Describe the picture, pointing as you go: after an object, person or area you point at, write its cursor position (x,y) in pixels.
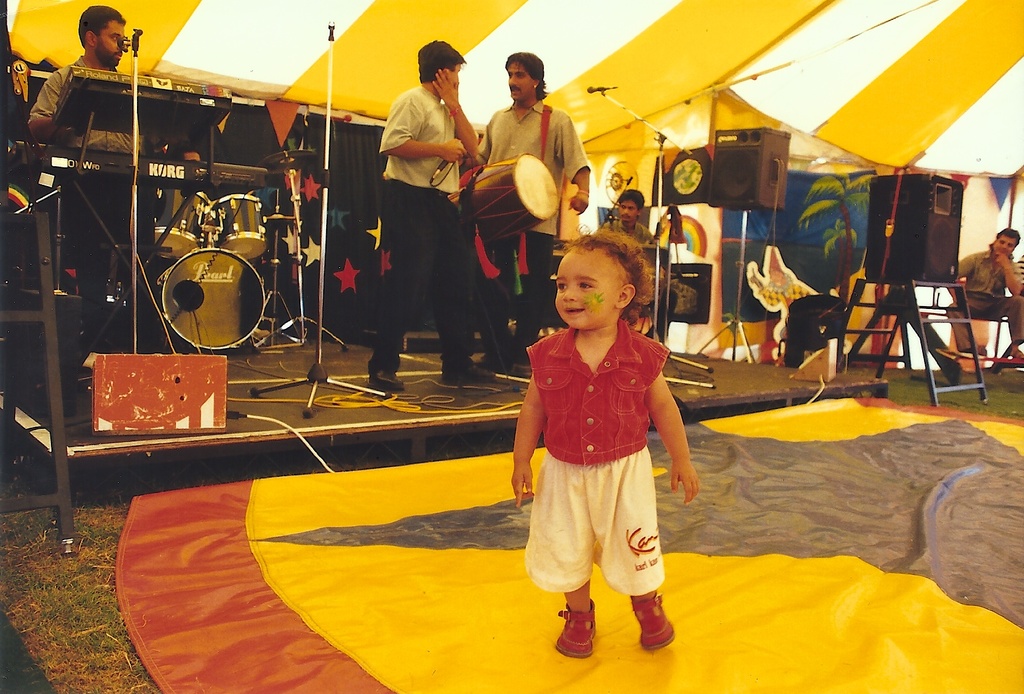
A boy (552,401) is standing in the middle (548,423). On the left (203,250) a person (128,147) is playing the musical instruments (173,240).
